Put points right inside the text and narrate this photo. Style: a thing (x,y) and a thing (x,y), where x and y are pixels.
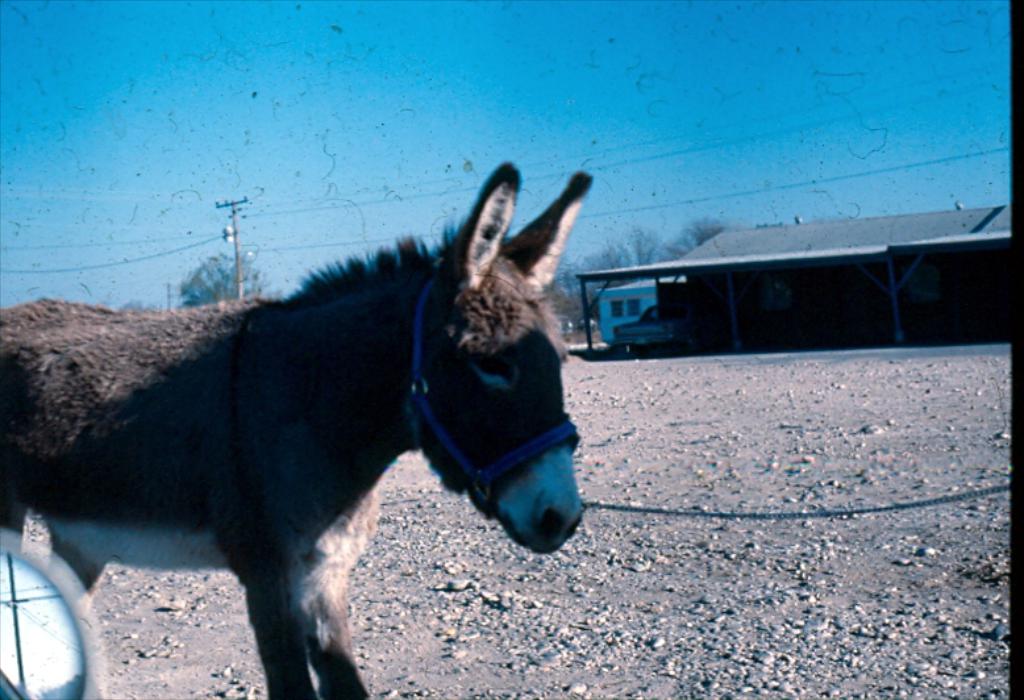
In this image in front (296,391) there is a donkey (235,489). In the background (241,265) there is a utility pole (235,244), building (672,275), trees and sky (466,68).
